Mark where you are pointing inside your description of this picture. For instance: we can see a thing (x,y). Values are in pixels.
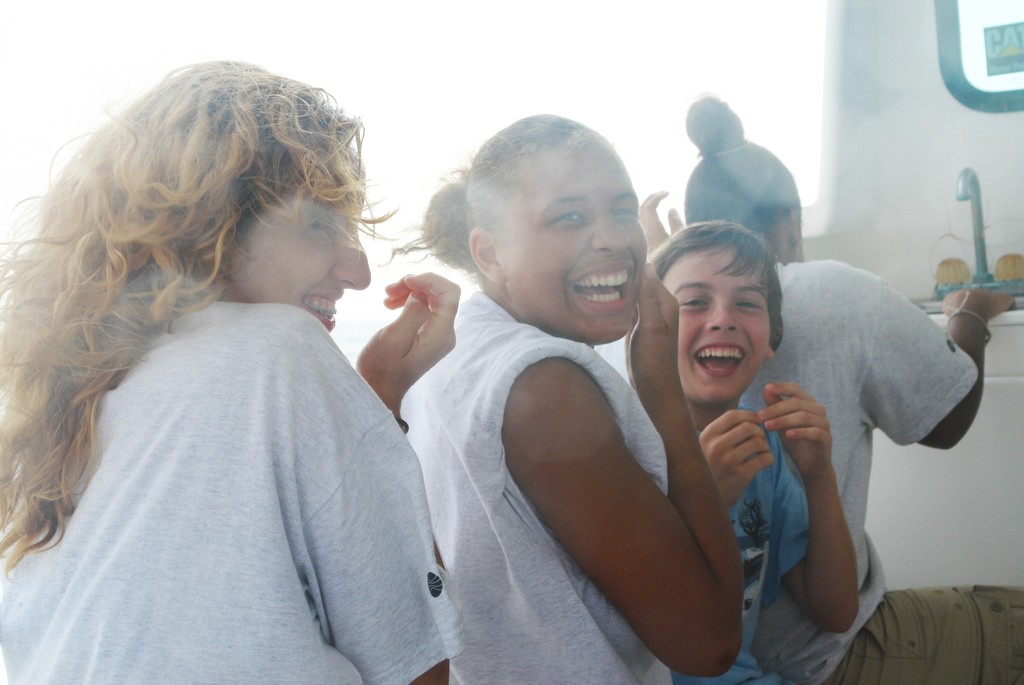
In this image in front there are three people (418,348) wearing a smile on their faces (595,336). Beside them there is a counter (924,453) and on top of the counter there is a sink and a few other objects (958,276). On the right side of the image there is a window (989,80). In the background of the image (557,72) there is the sky (635,66).
